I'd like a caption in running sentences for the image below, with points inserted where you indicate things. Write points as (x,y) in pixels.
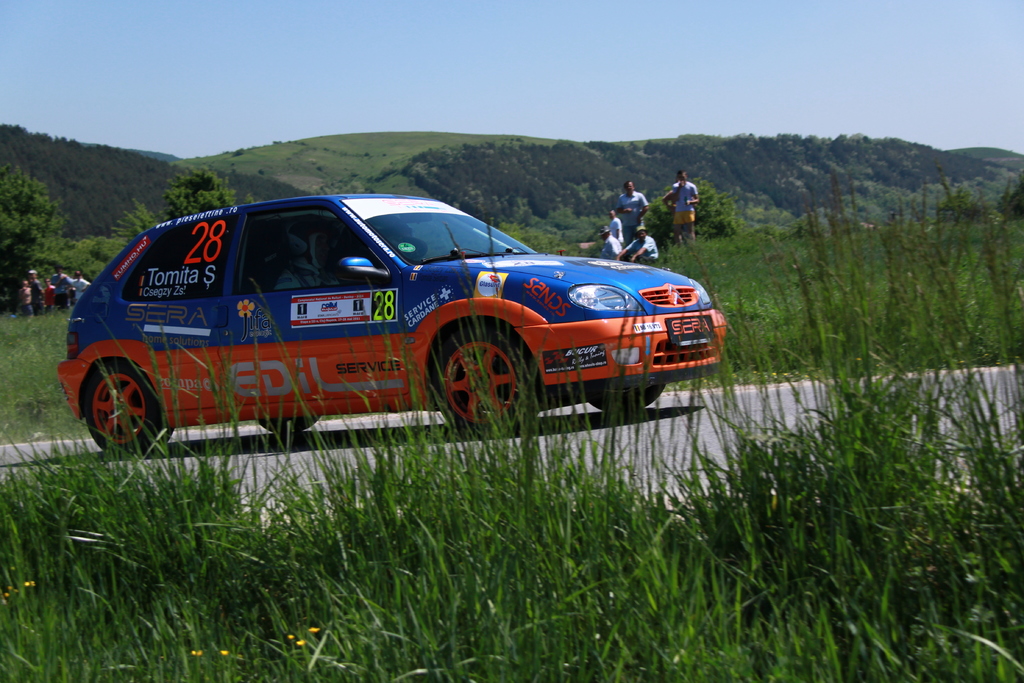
In this image we can see a vehicle (278,312) on the ground (534,404). Behind the vehicle (315,333) we can see few persons (629,201), plants (712,254), trees (513,188) and mountains (378,156). In the foreground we can see the grass (353,580). At the top (520,65) we can see the sky (476,84).
